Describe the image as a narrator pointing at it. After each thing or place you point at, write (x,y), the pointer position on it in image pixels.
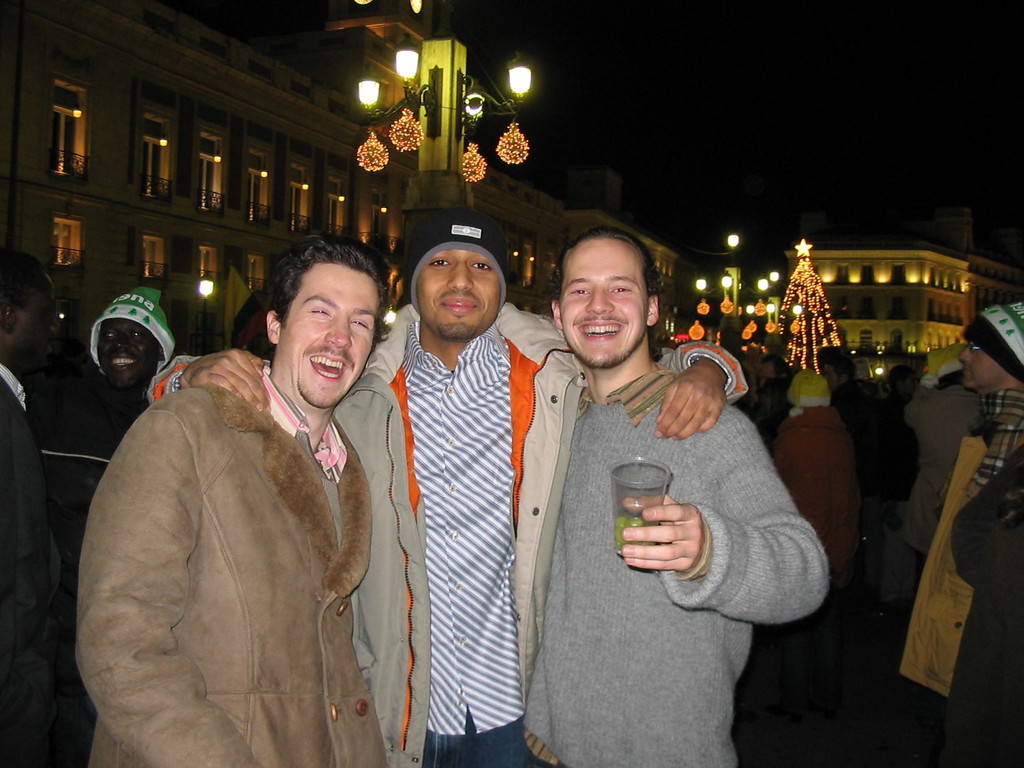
In the center of the image (534,510) we can see the person (395,538) standing on the road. On the left side of the image (22,135) we can see a street light (412,101), building (399,97) and persons (111,409). On the right side of the image (1018,431) we can see Christmas tree (791,320) with star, lights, building (896,282) and persons (926,440). In the background (692,102) there is a sky (607,115).
